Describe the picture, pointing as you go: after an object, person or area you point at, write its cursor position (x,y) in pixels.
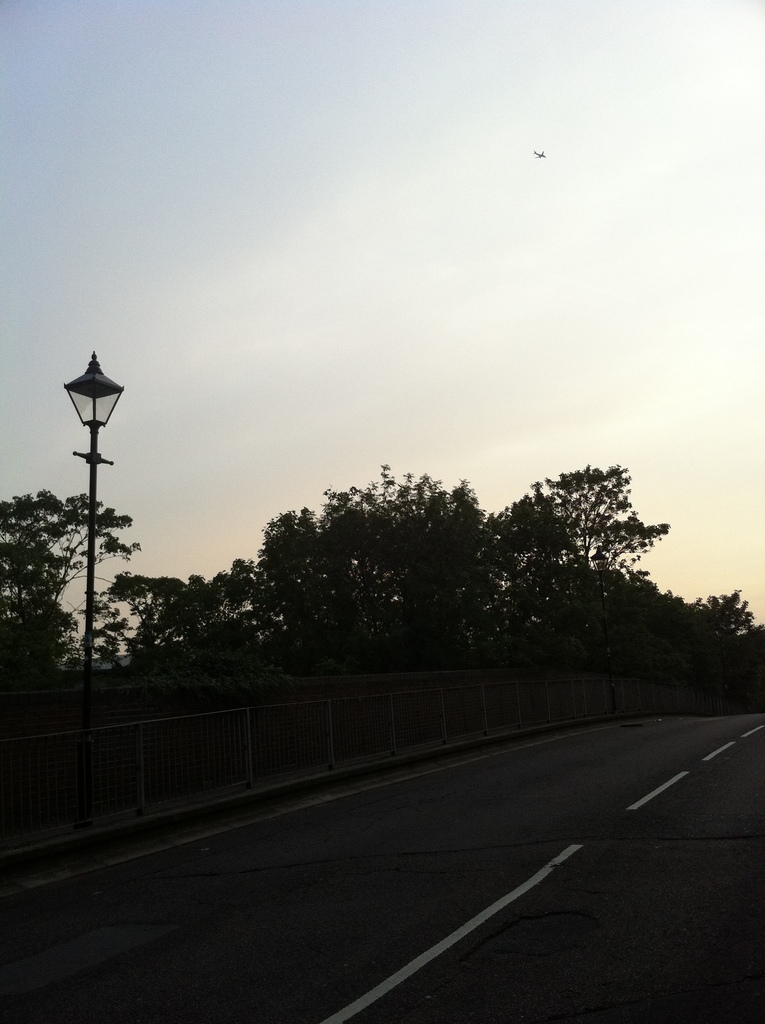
This is the picture of a place where we have a road (398,795) and to the side there are some plants (409,668), trees (151,647) and a pole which has a lamp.
